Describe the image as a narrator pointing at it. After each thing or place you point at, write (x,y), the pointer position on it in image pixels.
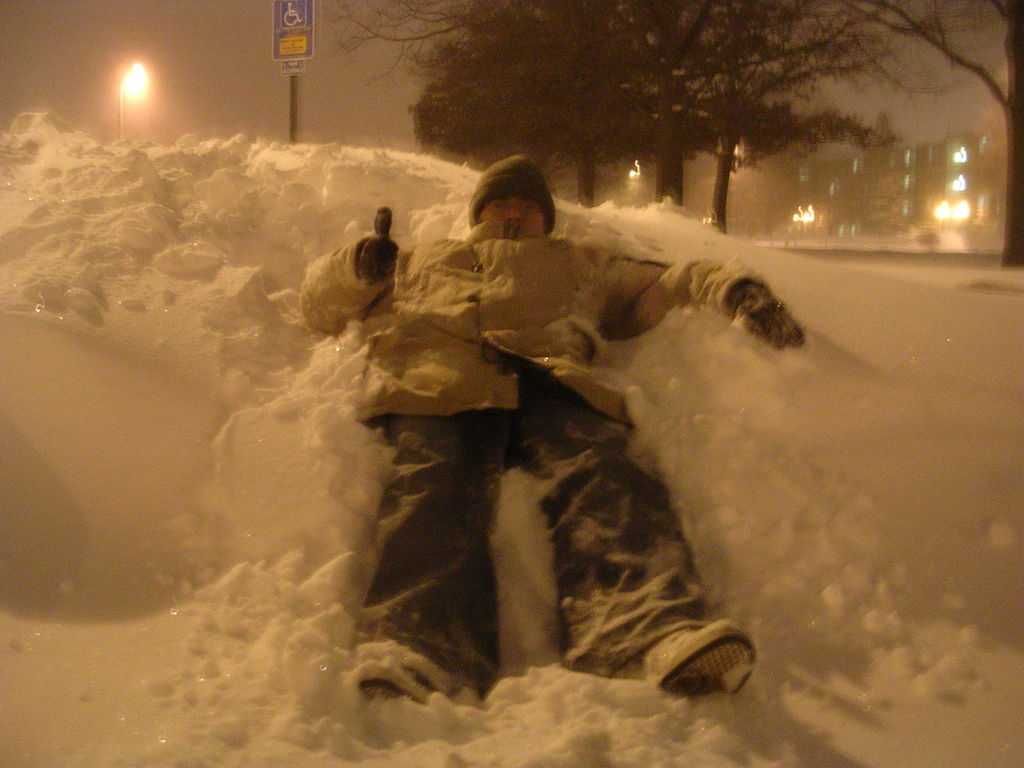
In this picture there is a man (366,382) who is wearing cap (518,160), goggle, gloves (382,240), jacket (488,321) and shoes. He is lying on the snow (801,488). In the top left (289,2) I can see the street light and sign board (305,10). At the top (661,198) I can see many trees (638,121). In the background (812,217) I can see the buildings (965,220), street lights (797,222) and road (978,257). In the top right (953,27) I can see the sky (968,16) and clouds (964,88).
